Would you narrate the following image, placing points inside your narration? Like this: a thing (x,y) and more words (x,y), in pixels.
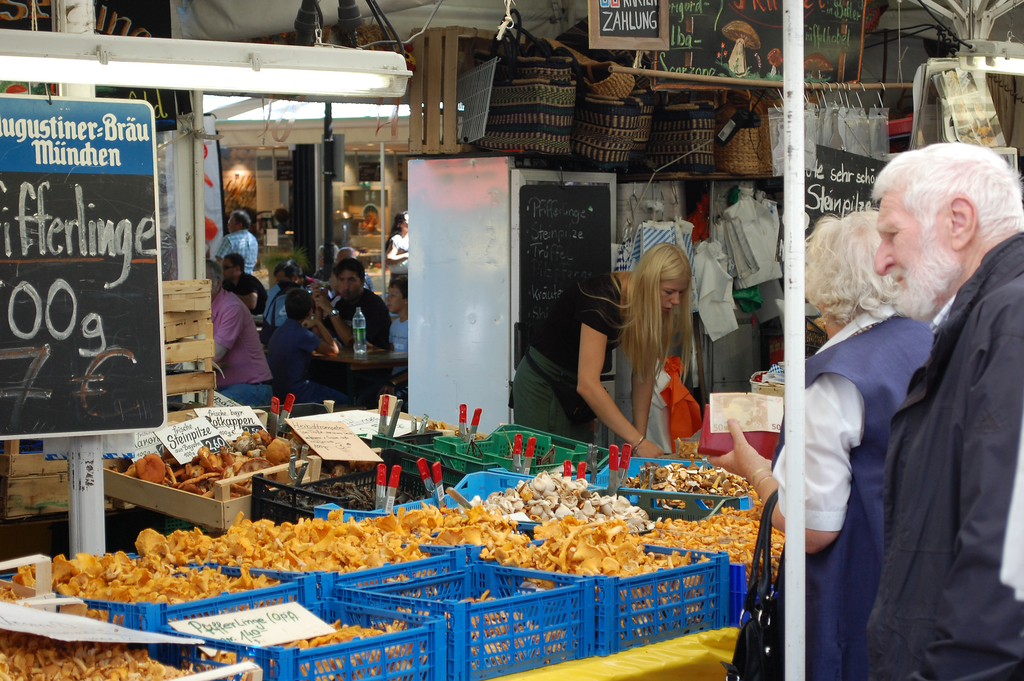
In the image we can see there are many people (889,465) standing and some of them (319,333) are sitting. These are the containers (510,621), in it there is a food item (503,551). This is a water bottle (357,325), table (355,359), light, blackboard (80,286), pole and handbag (744,635).
